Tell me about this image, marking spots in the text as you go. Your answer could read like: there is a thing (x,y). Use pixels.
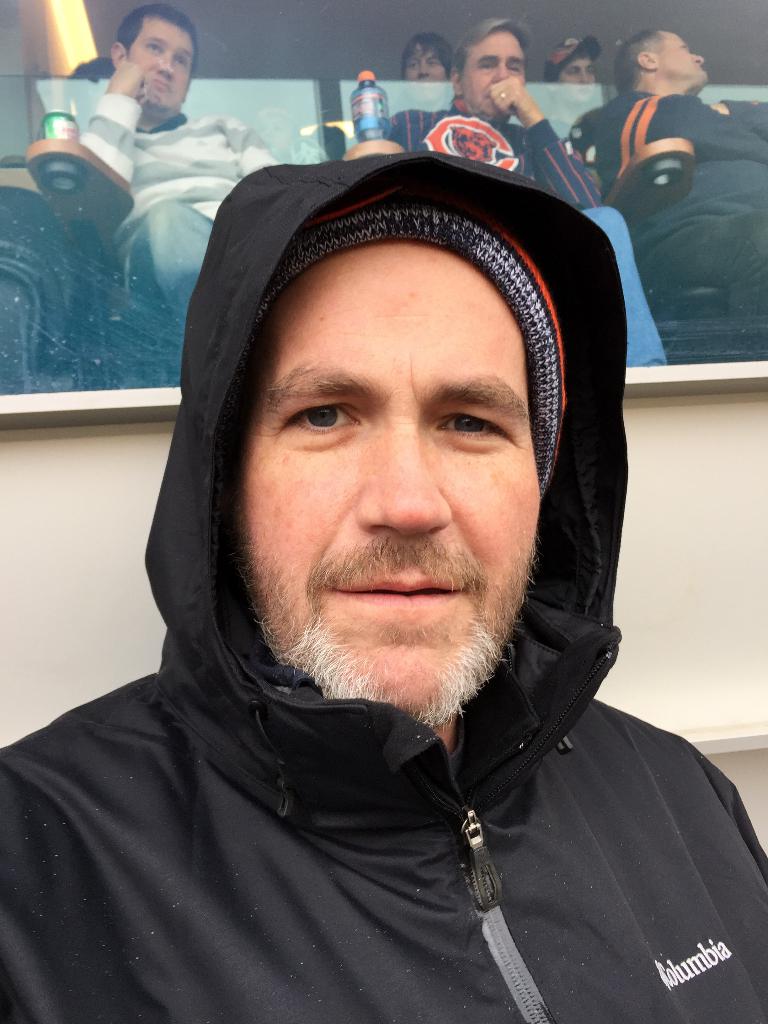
In the foreground of this image (356,611), there is a man (515,810) in black over coat (551,847) and in the background (714,170), there are few persons (208,124) sitting on chair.
